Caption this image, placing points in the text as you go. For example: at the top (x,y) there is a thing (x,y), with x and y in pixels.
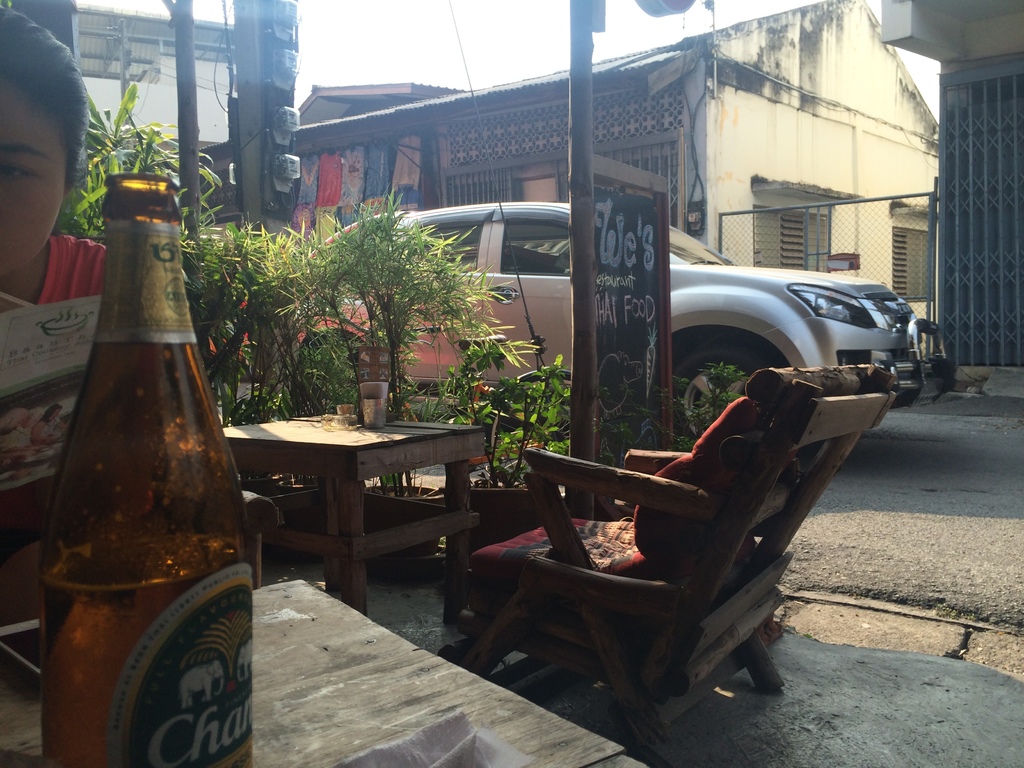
This is the picture of a place where we have a lady (59,244) sitting on the chair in front of the table (330,646) on which there is a bottle (211,720) and beside her there is a table (388,530), chair (531,474), car (428,372), a plant (259,249) and a house (552,185).
